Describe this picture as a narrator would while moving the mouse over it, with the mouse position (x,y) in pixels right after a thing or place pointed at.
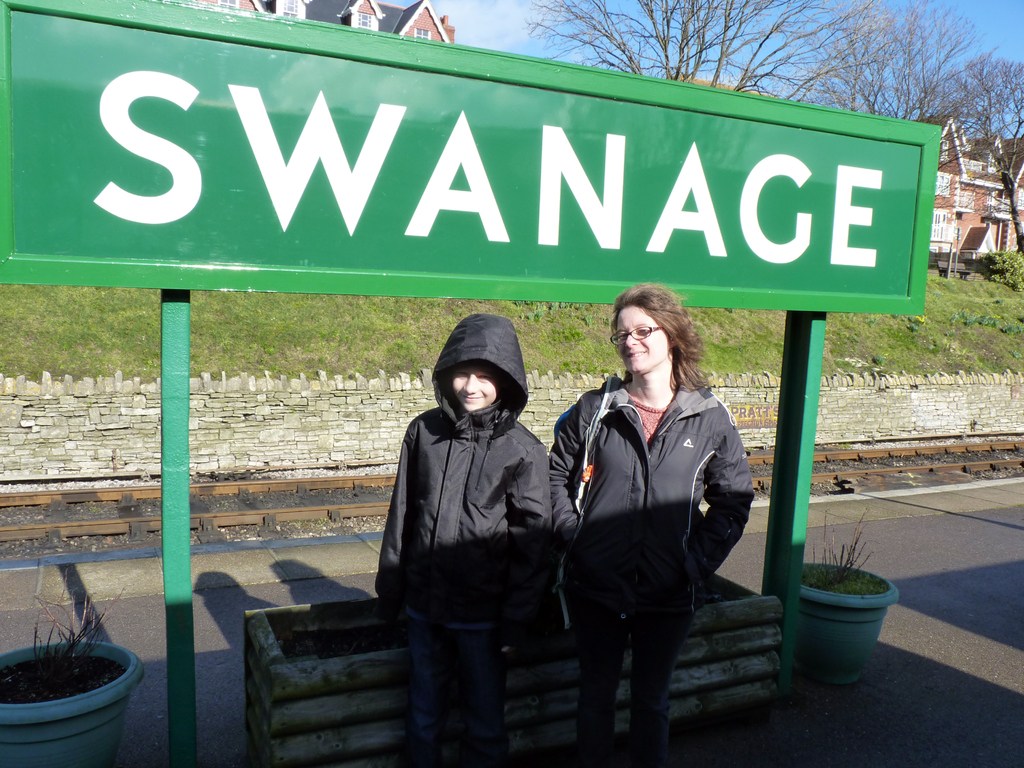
In this image at the bottom (511,561) there are two people (576,487) standing, and in the center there is one board (280,158). On the board (243,261) there is text (173,158), and on the right side (867,613) and left side (76,697) there are flower pots (835,618) and plants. And at the bottom (511,662) there is one box (334,619), in the background (367,14) there are some buildings (367,14), trees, grass (153,305) and a railway track (49,507). At the bottom (907,544) there is a walkway (38,625).
